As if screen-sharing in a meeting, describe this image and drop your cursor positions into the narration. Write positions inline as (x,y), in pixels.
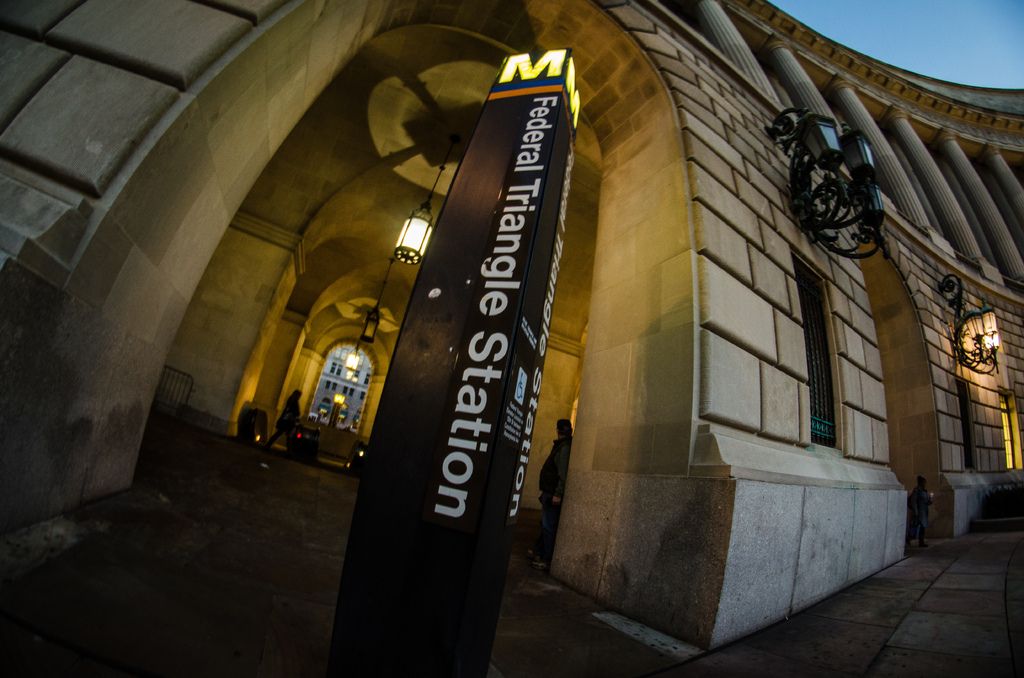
It is a wide-angle picture of a building (884,150) and there is a pillar (479,387) in between the arch (591,87), there is some name (509,215) written on that pillar (439,362), behind that there is a light (427,209) and there are two people (548,477) inside the arch (272,392).
